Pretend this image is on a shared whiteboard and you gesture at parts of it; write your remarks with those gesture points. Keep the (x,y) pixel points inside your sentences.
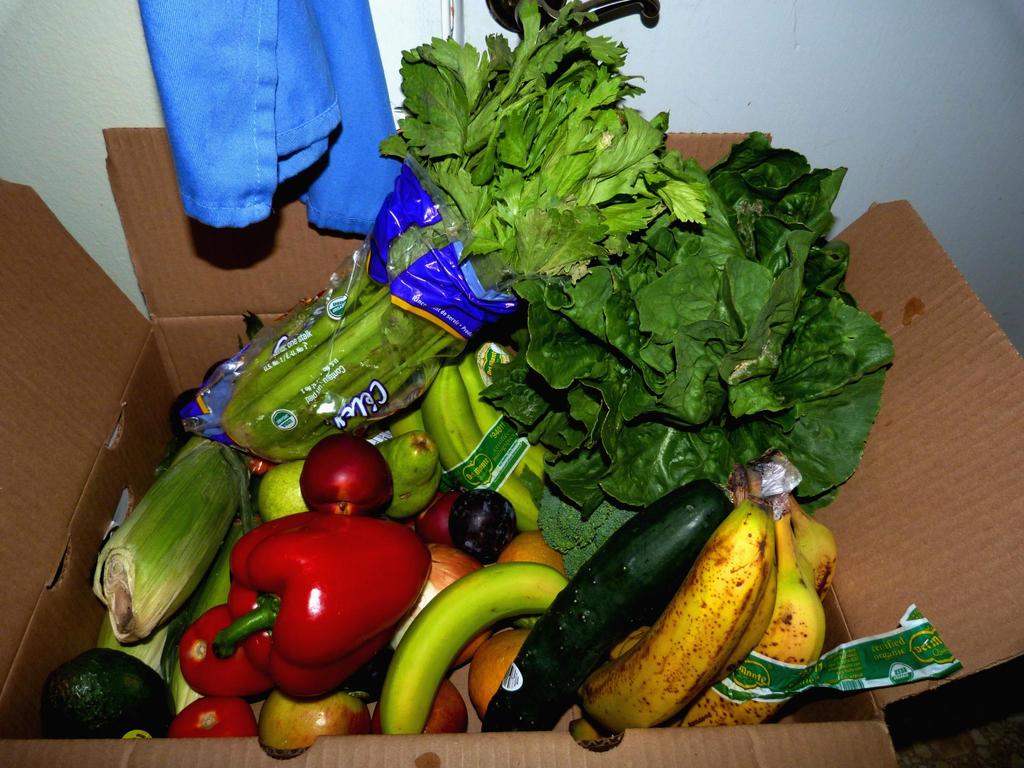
In the center of the image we can see one box (68,238). In the box (6,200), we can see different types of vegetables (795,334) and fruits (352,461) like bananas (520,517), leafy vegetables (446,338), tomatoes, etc. And there is a plastic cover (306,371), plastic tape (476,472) and a few other objects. In the background (396,114) there is a wall (122,110), cloth (272,23), black color object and a few objects (445,27).
